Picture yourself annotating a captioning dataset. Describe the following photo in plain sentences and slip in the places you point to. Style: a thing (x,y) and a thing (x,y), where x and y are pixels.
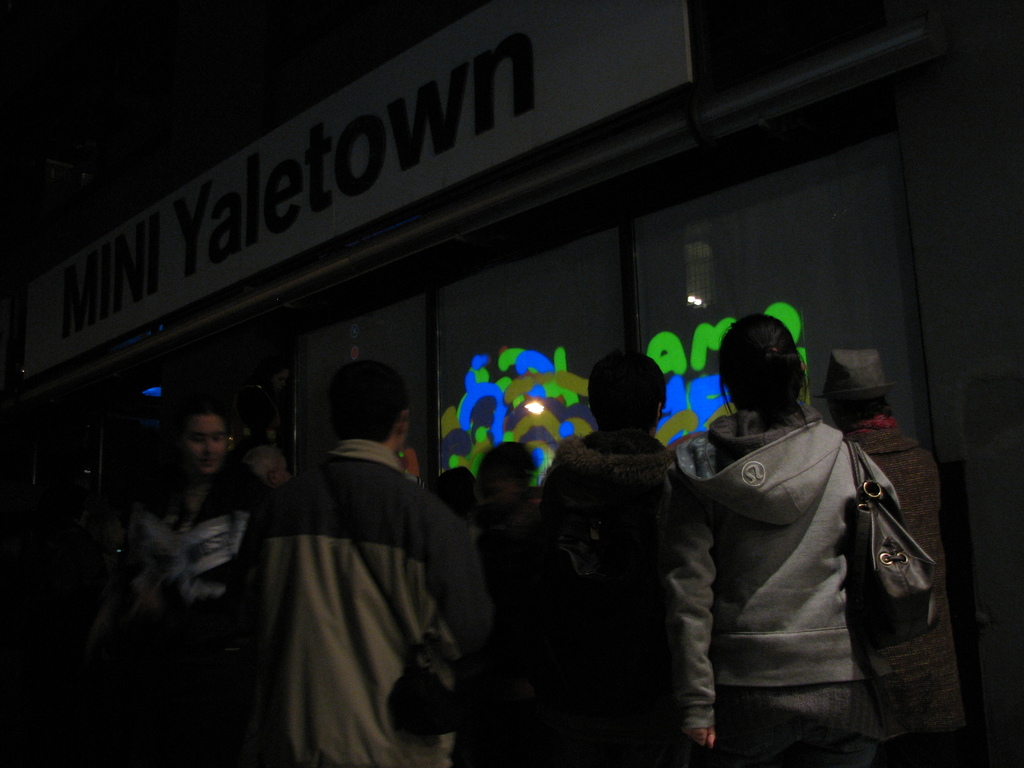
There is a group of people (340,489) present at the bottom of this image (745,609). We can see a building (397,301) in the background (512,301) and it is dark in the top left corner of this image (167,63).
